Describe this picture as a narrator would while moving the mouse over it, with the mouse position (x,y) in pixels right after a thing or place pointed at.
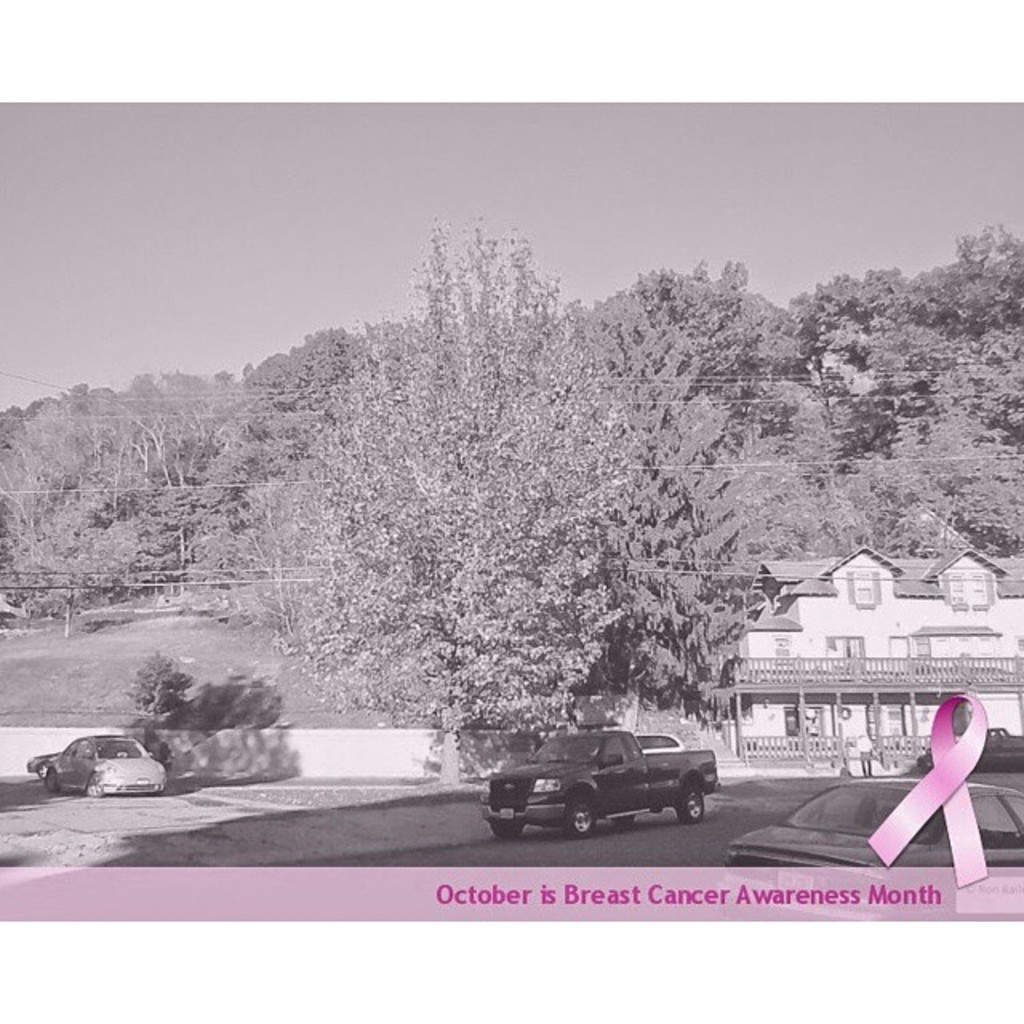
This is a black and white image. Here I can see few cars (127,777) on the ground (205,824). On the right side (832,641) there is a building (822,655). In the background (891,529) there are many trees (412,448). At the top of the image (274,203) I can see the sky (397,190). At the bottom of this image (550,895) I can see some edited text (726,899) and logo (950,795).
